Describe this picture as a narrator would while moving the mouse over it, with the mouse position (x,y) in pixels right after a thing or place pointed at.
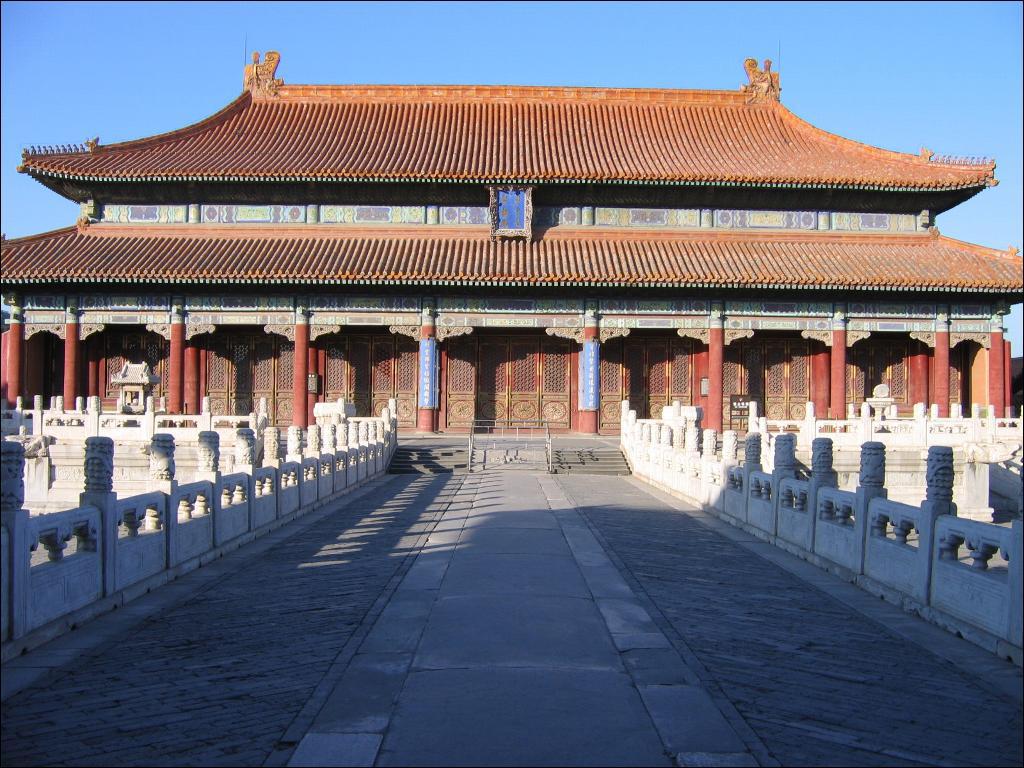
This picture consists of a house (592,146) and in front of house (446,428) there is a bridge (724,531) at the top (92,36) there is the sky (342,77) visible.
